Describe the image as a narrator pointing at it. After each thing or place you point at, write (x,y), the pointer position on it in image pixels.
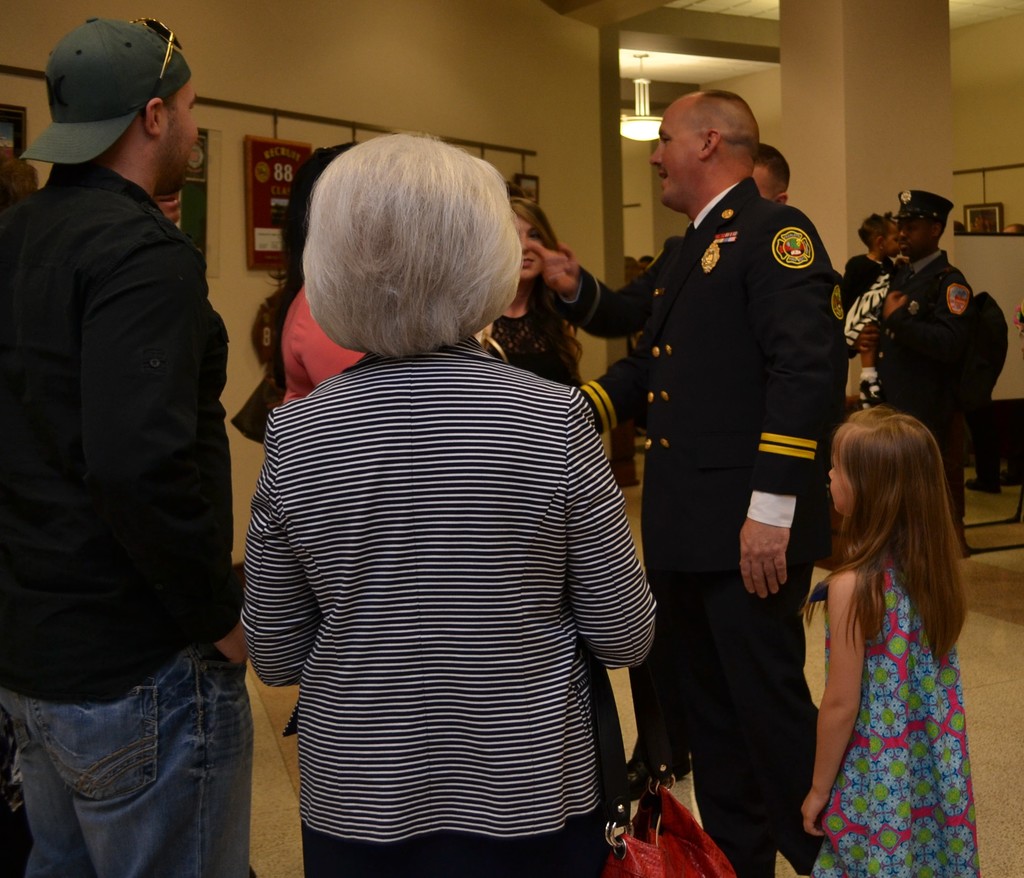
This image is clicked in a room (283,95). There are many persons (482,425) standing in the room (412,68). In the front (449,669), the person (407,456) standing is wearing black and white shirt (365,568). To the left (124,553), the man (101,460) is wearing black shirt (96,204) and green cap (61,120). In the background (443,94), there are walls (487,66) along with pillars (941,5). At the bottom (969,727), there is a floor (989,744).
